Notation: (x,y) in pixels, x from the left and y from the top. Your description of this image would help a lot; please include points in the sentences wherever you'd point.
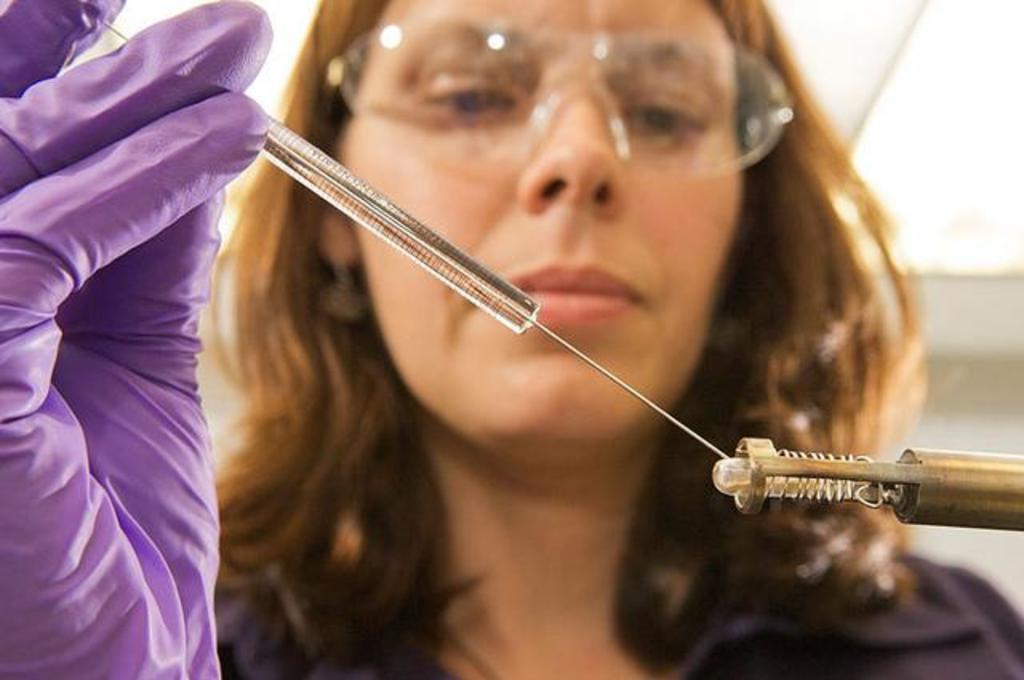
In this image there is a woman (533,158) wearing spectacle (391,101), holding a injection (494,306), wearing glove (37,220) on her hand (96,272), on the right side (790,450) there is an object (742,464).
